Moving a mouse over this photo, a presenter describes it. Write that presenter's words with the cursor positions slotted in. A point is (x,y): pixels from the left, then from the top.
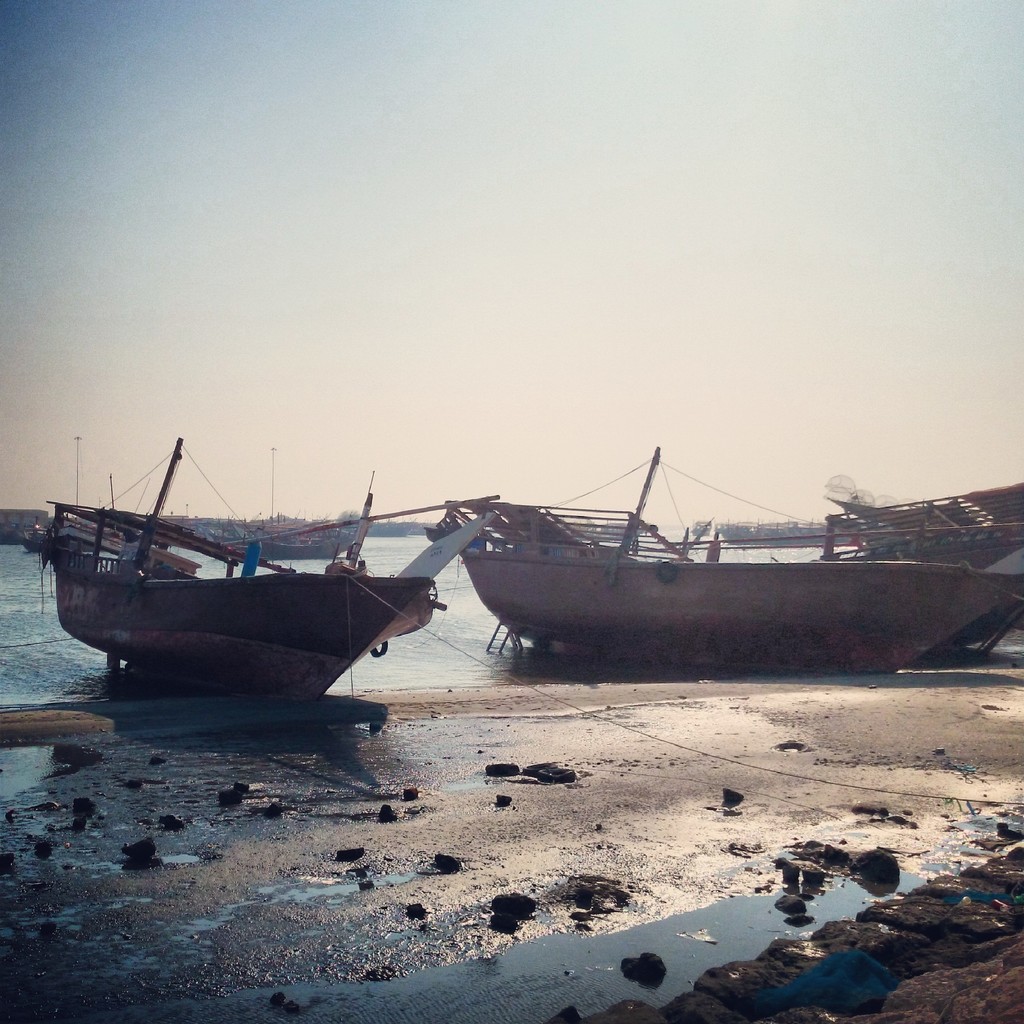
This picture shows few boats (352,616) on the water (32,588) and we see a cloudy sky (437,350).
